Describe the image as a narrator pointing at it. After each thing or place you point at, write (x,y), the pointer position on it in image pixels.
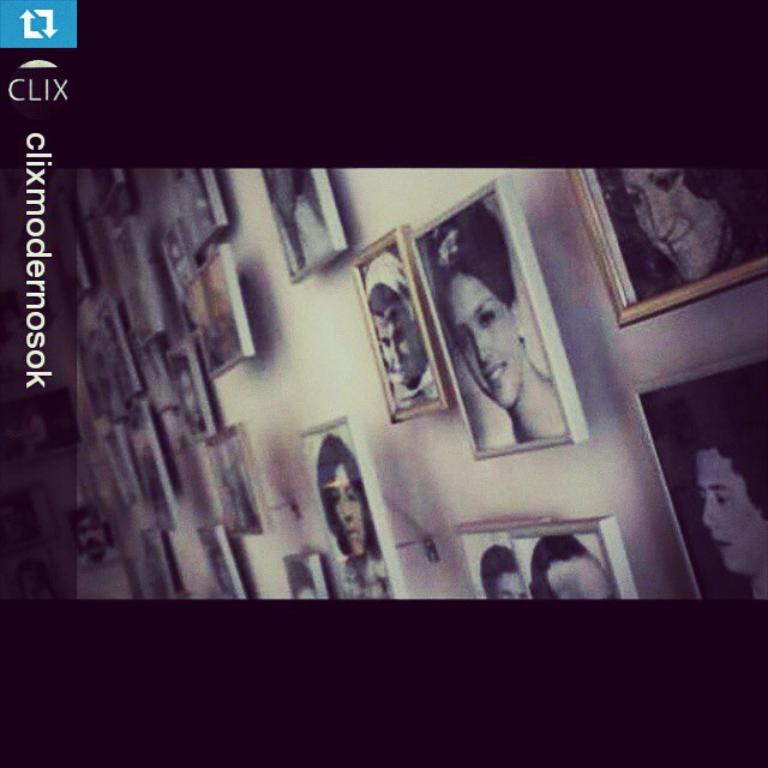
In this image there are photo frames (333,429) on the wall (373,179). There is some text (32,84) and a watermark (61,94) on the left side of the image (59,12).
